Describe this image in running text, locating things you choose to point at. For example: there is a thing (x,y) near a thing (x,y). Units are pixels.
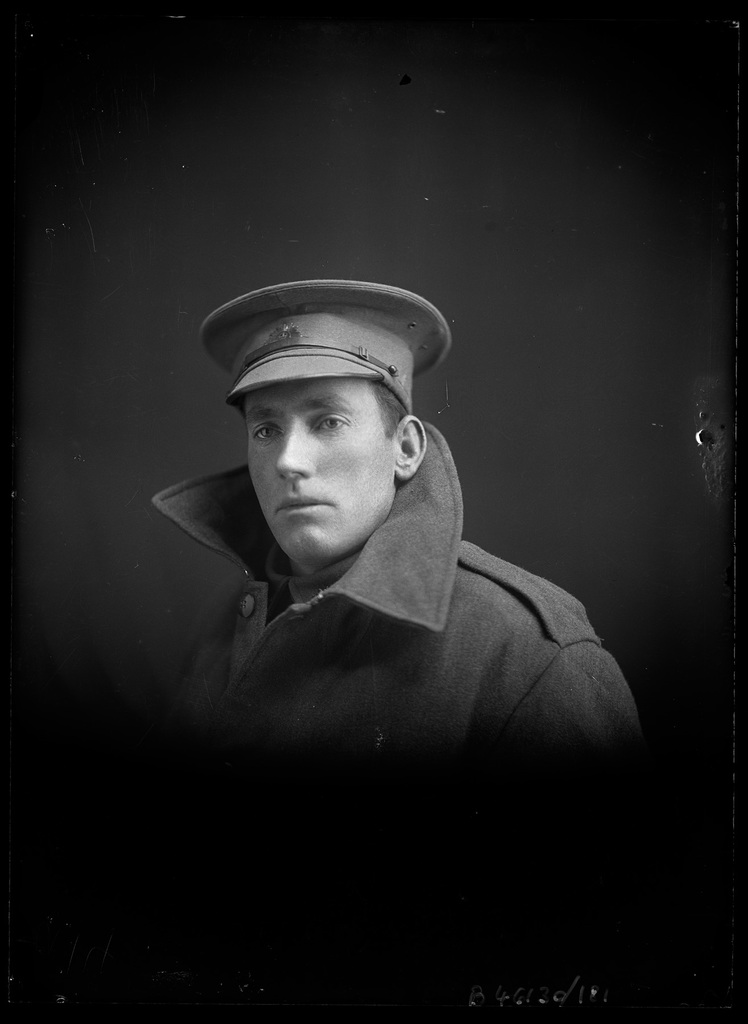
This is a black and white image. In this image we can see a man (178,485).
